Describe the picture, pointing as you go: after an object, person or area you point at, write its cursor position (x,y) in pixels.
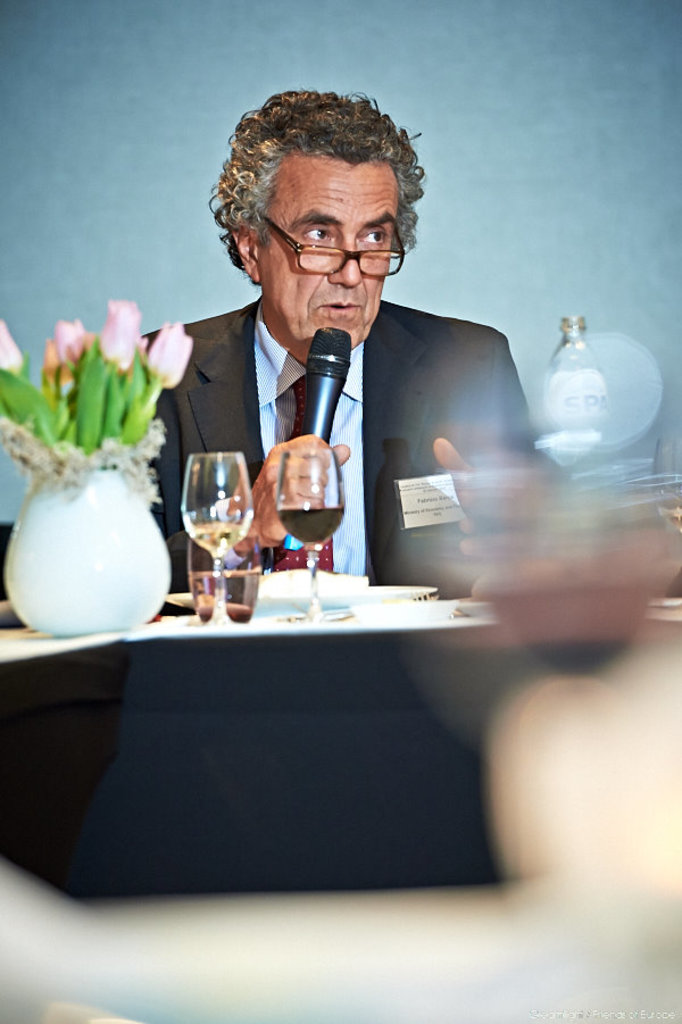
A man (267,357) is speaking with a mic (307,388) in his hand (324,440) at a table (168,617) with few wine glasses (234,519) on it.
